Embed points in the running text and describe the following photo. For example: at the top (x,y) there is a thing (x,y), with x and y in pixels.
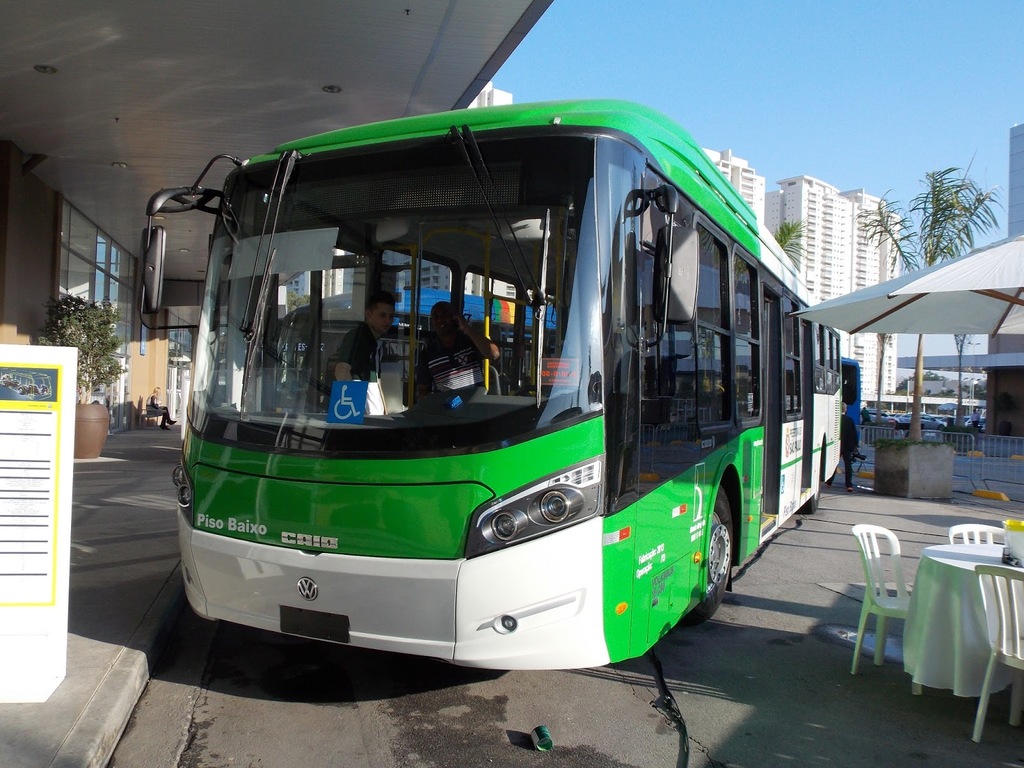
In this image we can see a bus (753,378), table (955,555), chair (872,591). At the back side (842,241) we can see a building (825,234).
